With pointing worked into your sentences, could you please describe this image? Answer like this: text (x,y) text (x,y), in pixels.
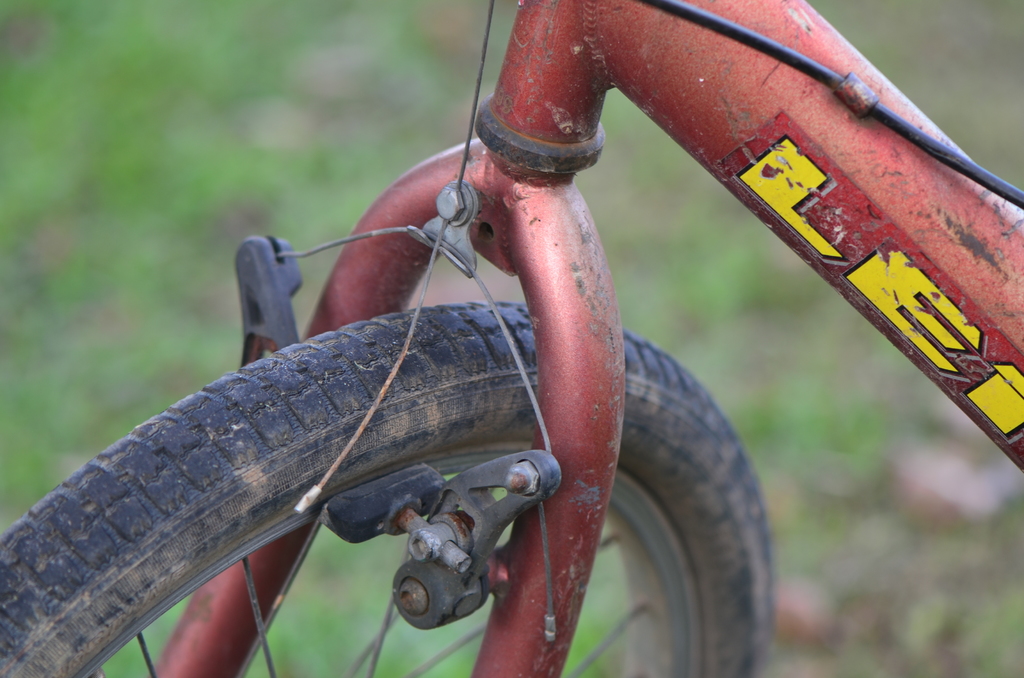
In this foreground (459,456) we can see a bicycle (392,238). In the background (139,103) there is greenery (773,448).
